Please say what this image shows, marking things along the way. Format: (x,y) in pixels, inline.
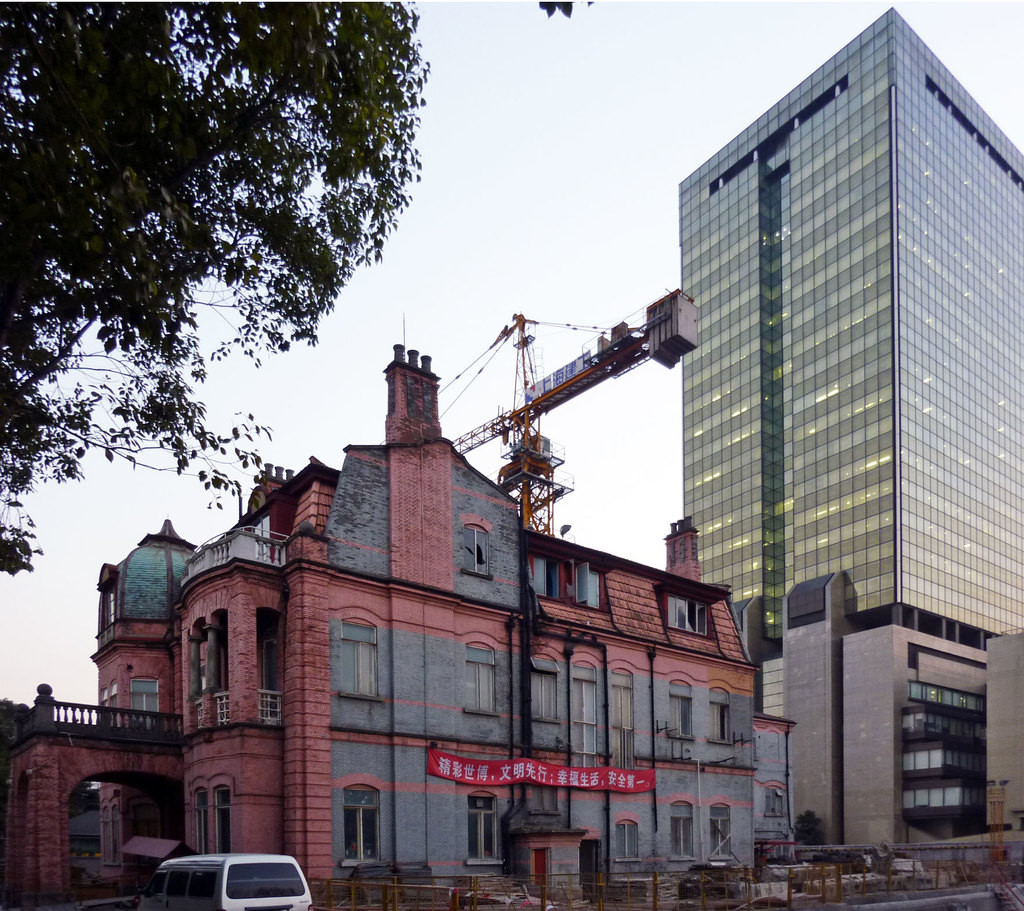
In the image we can see there are buildings (703,440), these are the windows (374,795) of the building (363,717). We can even see a vehicle (207,863), white in color. Here we can see a building crane (516,446) and a tree (138,176). There is a banner (526,774) and a sky (565,187).
